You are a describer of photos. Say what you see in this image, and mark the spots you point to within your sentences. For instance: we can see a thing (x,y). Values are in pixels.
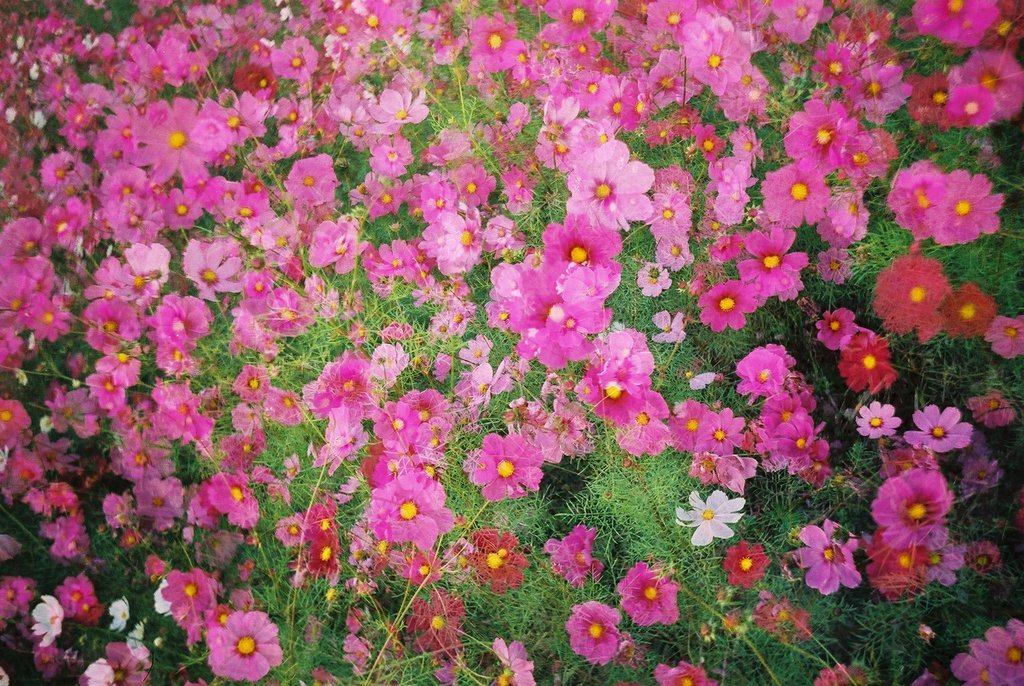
In this picture we can see many pink flowers (410,401) in the image.
